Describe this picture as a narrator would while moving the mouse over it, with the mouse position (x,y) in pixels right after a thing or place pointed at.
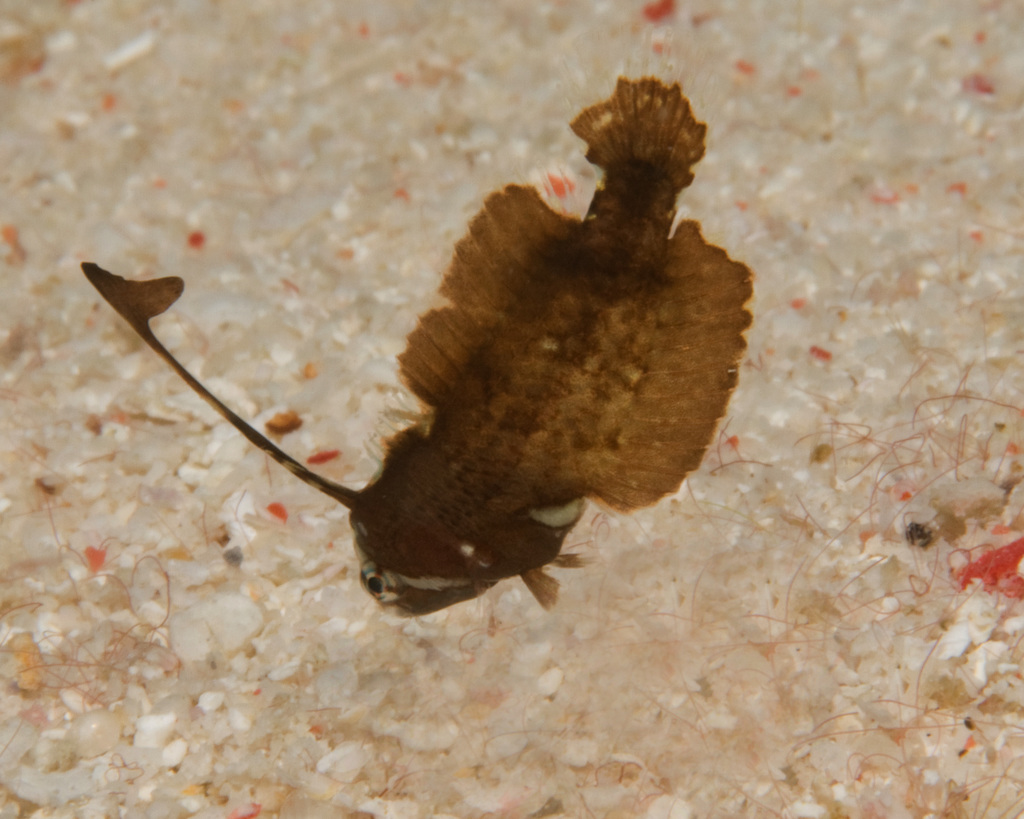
In this image we can see a fish (537,545) which is of brown color.
